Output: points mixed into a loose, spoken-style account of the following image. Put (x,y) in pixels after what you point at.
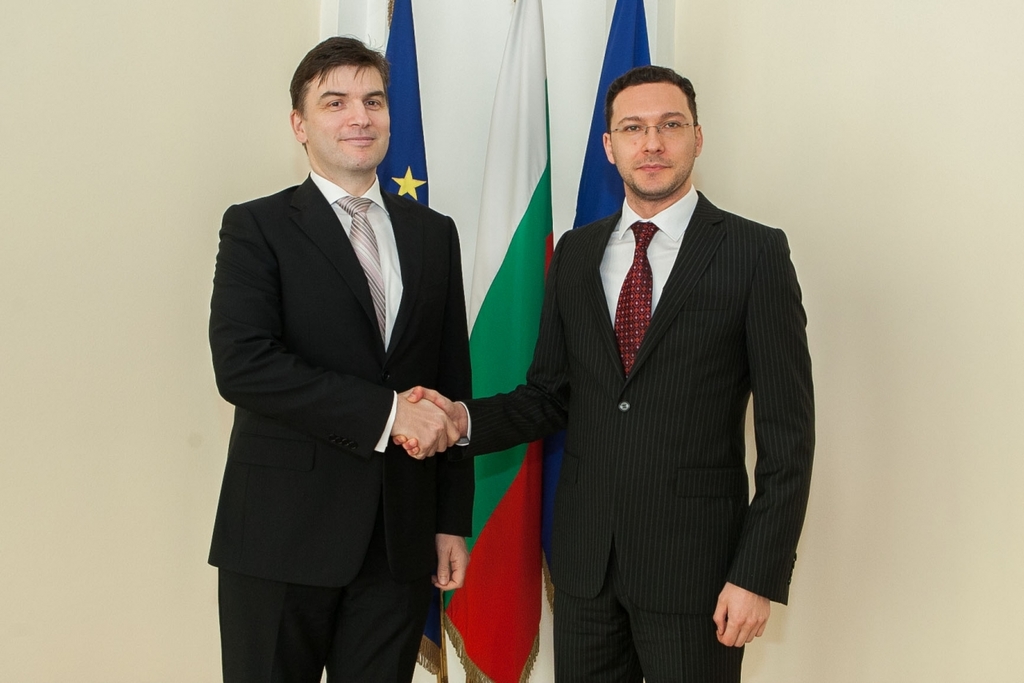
In the image there are two men (558,249), they are greeting each other and behind them there are three flags (526,125), in the background (764,75) there is a wall (921,415).
